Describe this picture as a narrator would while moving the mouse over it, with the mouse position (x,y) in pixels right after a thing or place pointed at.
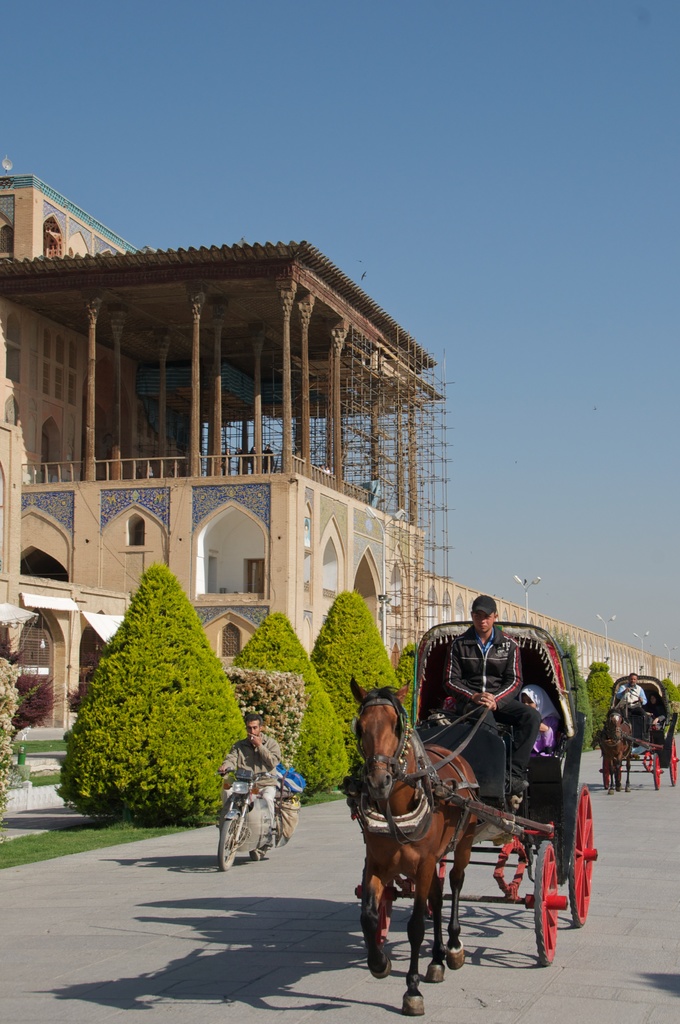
In the middle (453,673) there is a horse (403,792) and cart (536,834) on that cart (538,815) there are three people (486,664). On the left (226,853) there is a bike (242,810) on that bike (246,818) a man (265,749) is sitting. In the background (118,733) there is a building (288,513), plants (184,704), grass (77,847), street light (520,579), sky (523,348).
